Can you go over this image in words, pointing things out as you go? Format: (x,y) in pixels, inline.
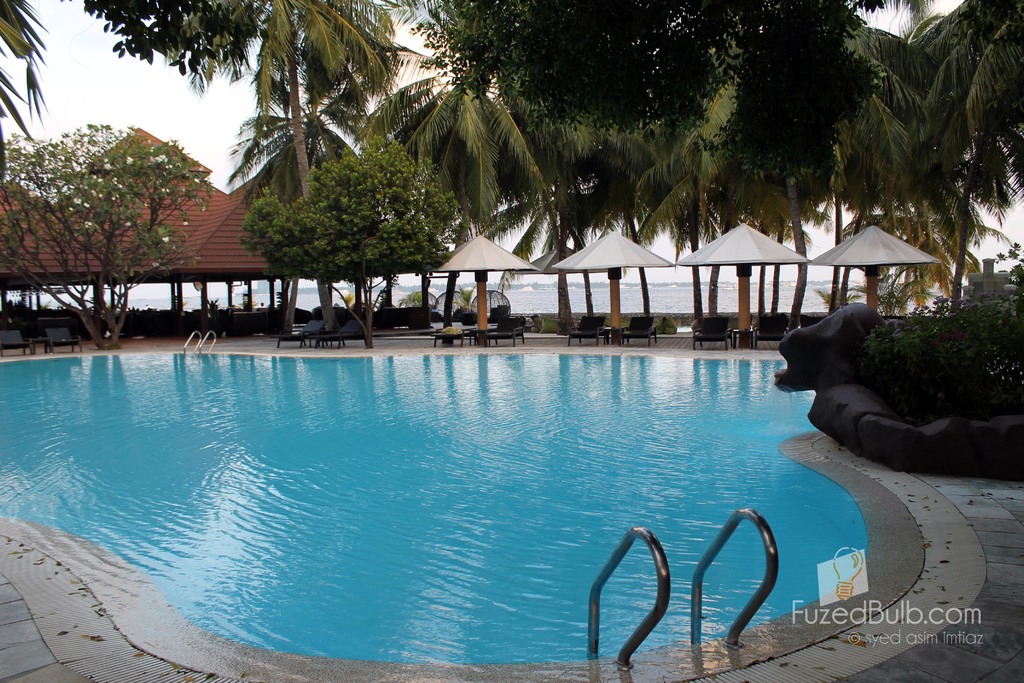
In the foreground of this picture (541,459), there is a swimming pool (364,520). In the background (615,279), there are umbrellas (872,282), chairs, trees (885,282), shed (231,247) and the sky (146,75).
